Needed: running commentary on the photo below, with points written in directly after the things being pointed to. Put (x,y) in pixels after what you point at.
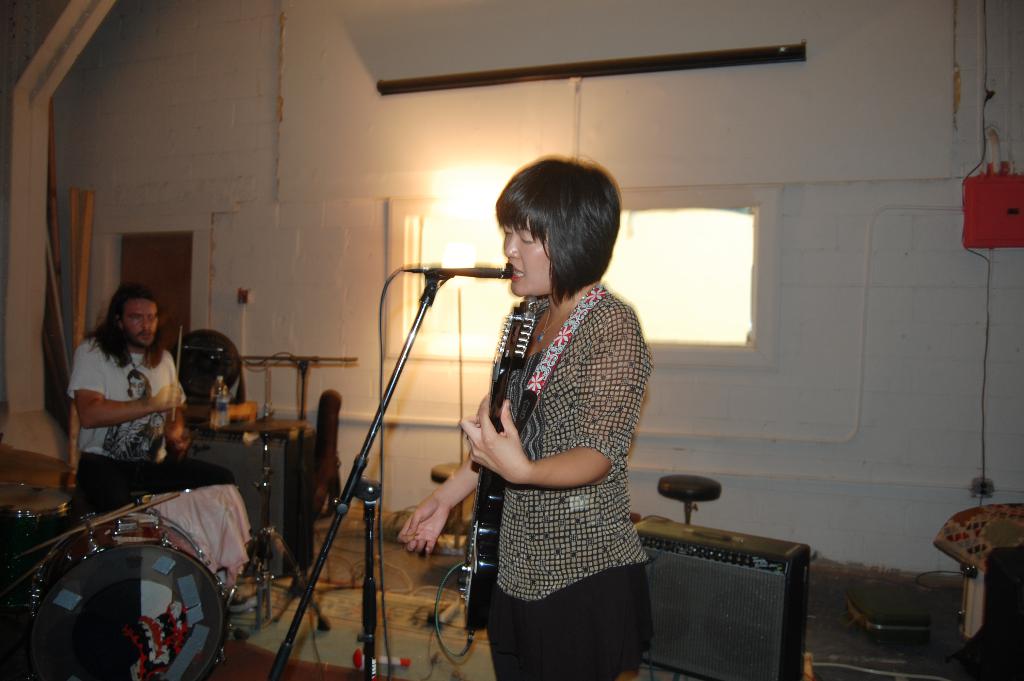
In a room (142,147) there are two people (122,427) among them one is a girl (553,423) who is holding a musical instrument (511,351) in front of a mike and the other guy (142,351) is holding a musical instrument (178,357).
